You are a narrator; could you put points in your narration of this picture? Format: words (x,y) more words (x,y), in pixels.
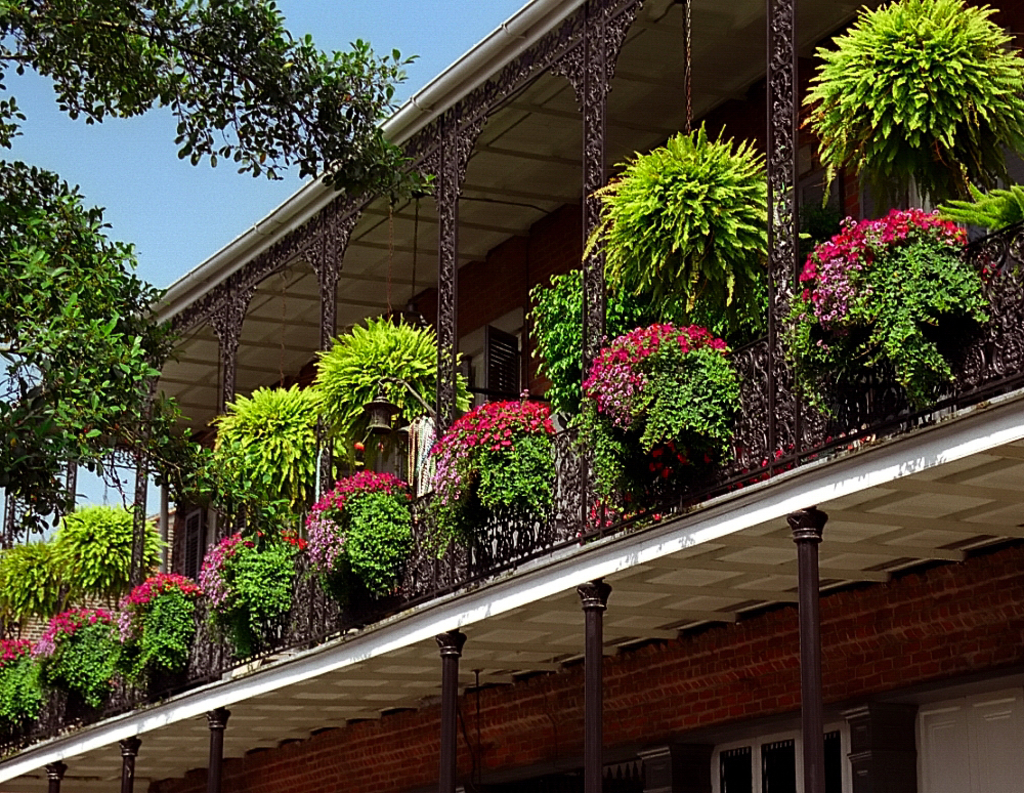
In this image we can see a building (440,564), there are some poles (787,354), potted plants (500,479), flowers (315,527), trees (68,326) and windows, also we can see the sky (158,241).
